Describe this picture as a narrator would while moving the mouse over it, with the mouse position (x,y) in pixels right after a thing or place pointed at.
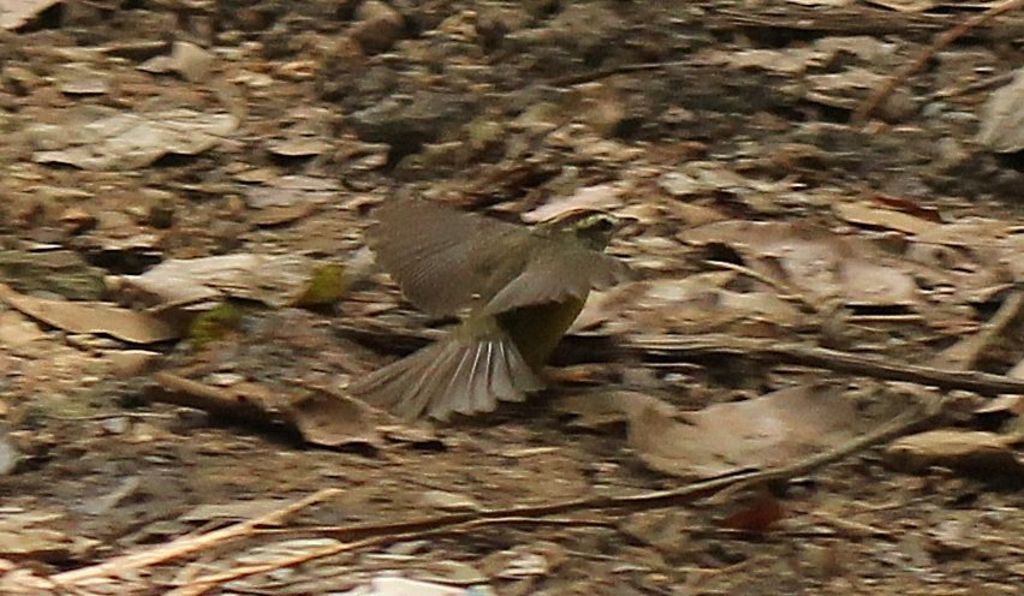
In this image I can see a bird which is in brown color and the background (589,125) is also in brown color.
